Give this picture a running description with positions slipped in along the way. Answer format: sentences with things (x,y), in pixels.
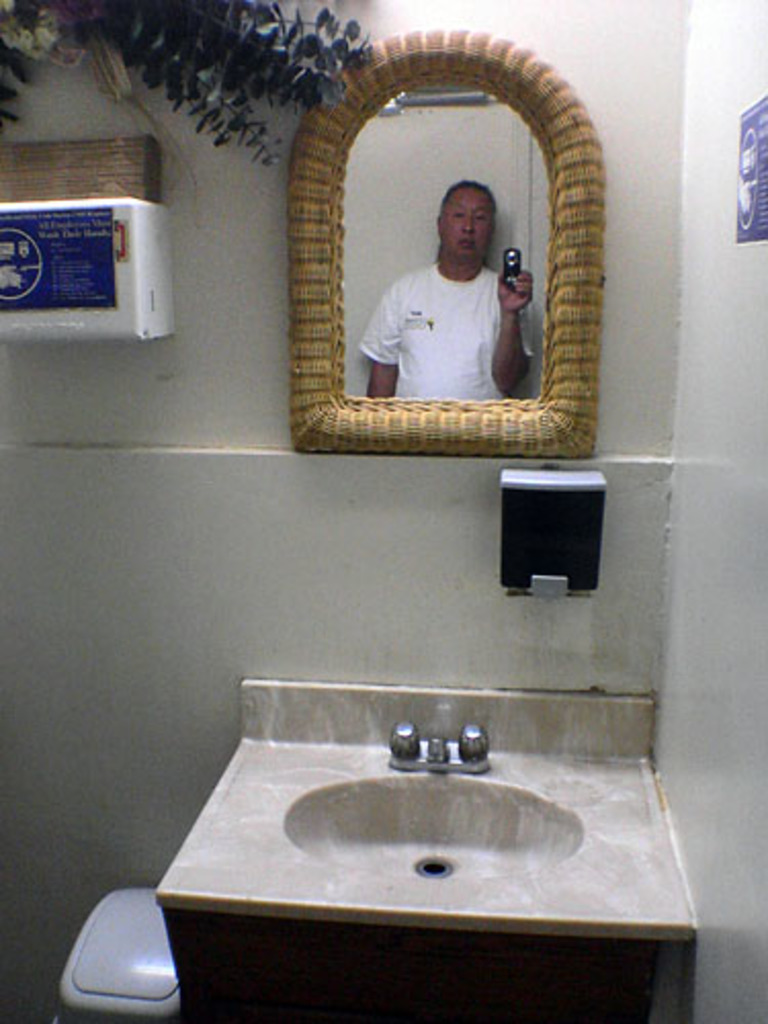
In this image in the front (449,836) there is a wash basin (453,842) and there is a mirror (406,370) on the wall (275,285) and in the mirror (444,317) there is a reflection (444,311) of the person (455,322) holding a mobile phone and on the right side of the wall (736,258) there is a poster (749,222) with some text (764,219) written on it and on the left side of the wash basin (199,940) there is an object (132,981) which is white in colour and on the wall (102,415) there is an object (123,265) which is white in colour and on the top (241,60) there are leaves (249,53).
